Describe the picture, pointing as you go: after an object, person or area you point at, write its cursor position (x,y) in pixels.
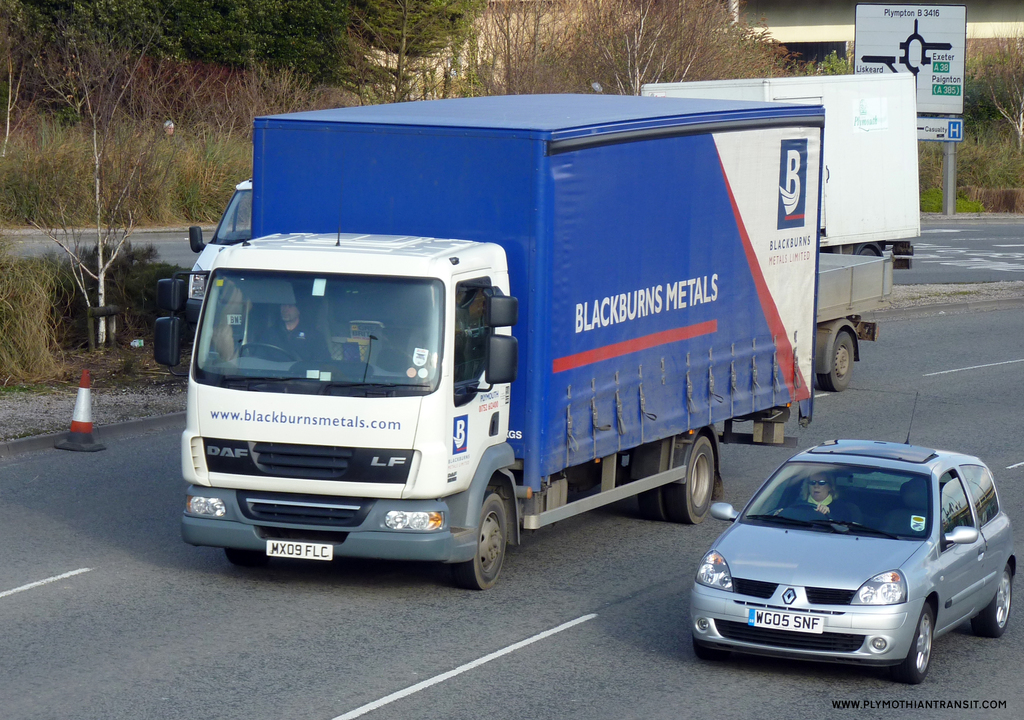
In this image I can see few vehicles (394,144). In front (445,431) the vehicle (445,444) is in white and blue color, background (932,11) I can see the board (925,62) attached to the pole (944,150) and I can see few trees (531,70) in green color.
